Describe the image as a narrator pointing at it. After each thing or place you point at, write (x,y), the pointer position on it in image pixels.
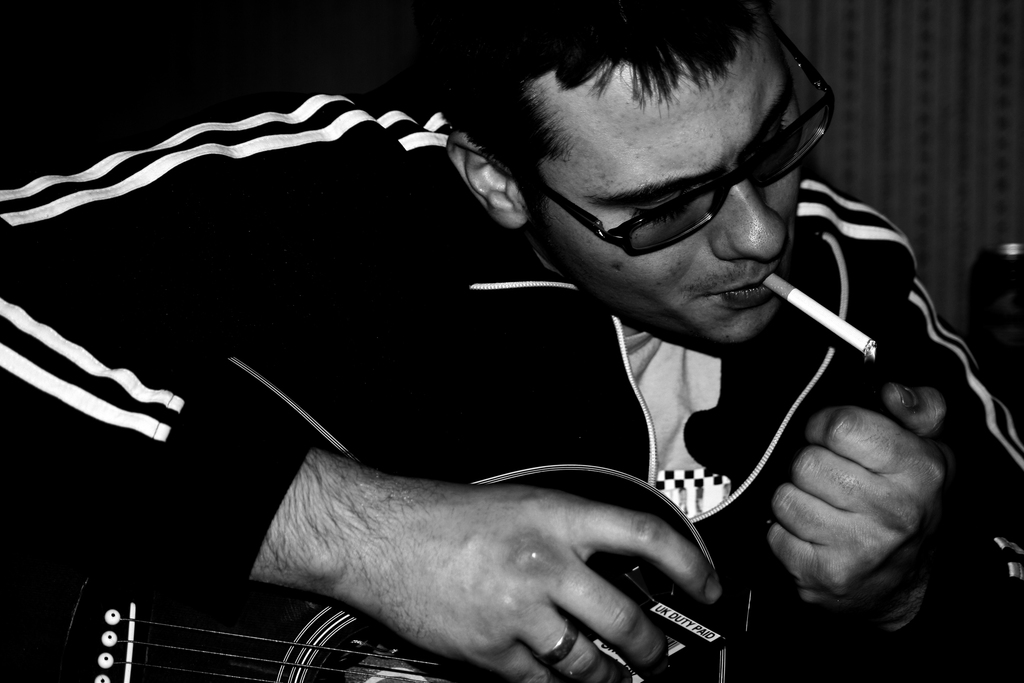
This person (175,330) kept a cigarette (797,295) in his mouth (746,284) and wore spectacles (786,173), holding a guitar (648,506) and holding a box (657,623).
